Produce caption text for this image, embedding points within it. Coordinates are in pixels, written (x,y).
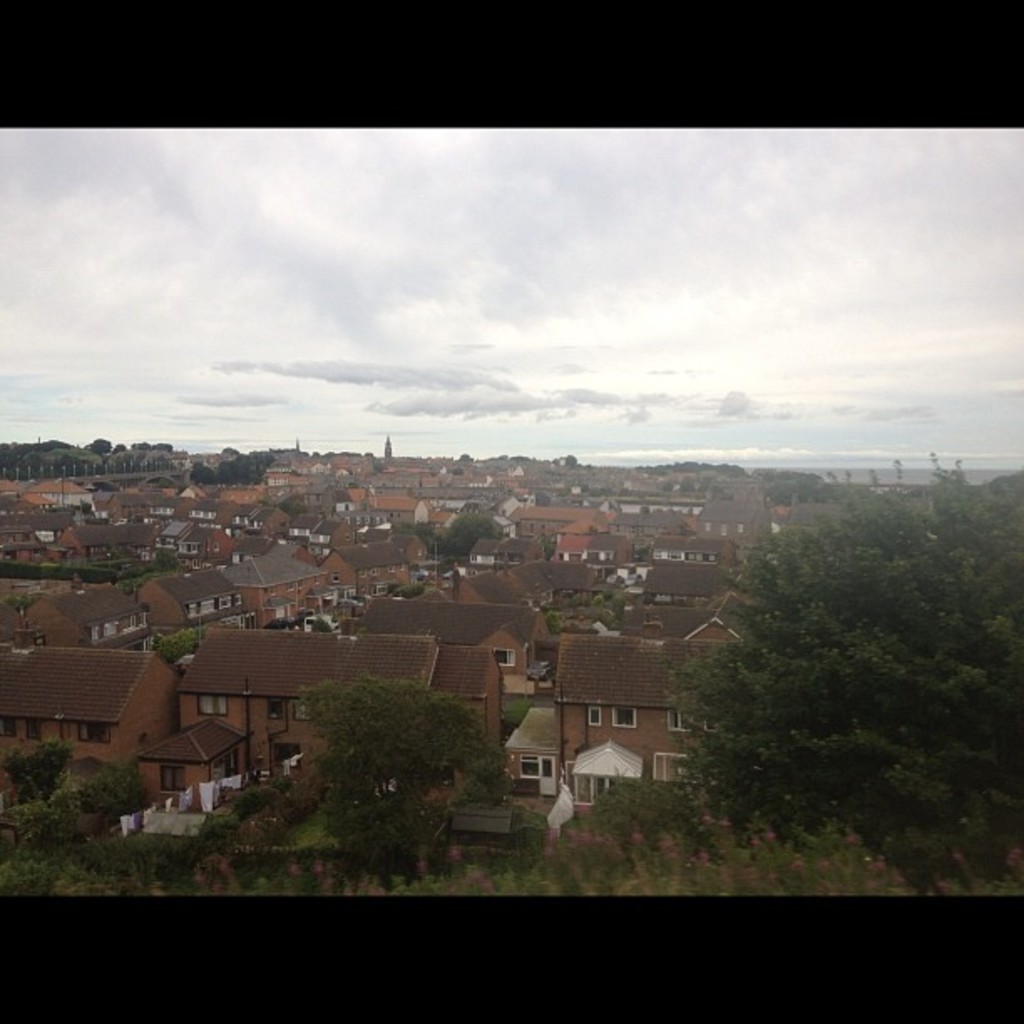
In the left side (282,527) there are houses (386,604), in the right side (859,670) there are trees (890,501). At the top (775,292) it's a cloudy sky (778,291).
